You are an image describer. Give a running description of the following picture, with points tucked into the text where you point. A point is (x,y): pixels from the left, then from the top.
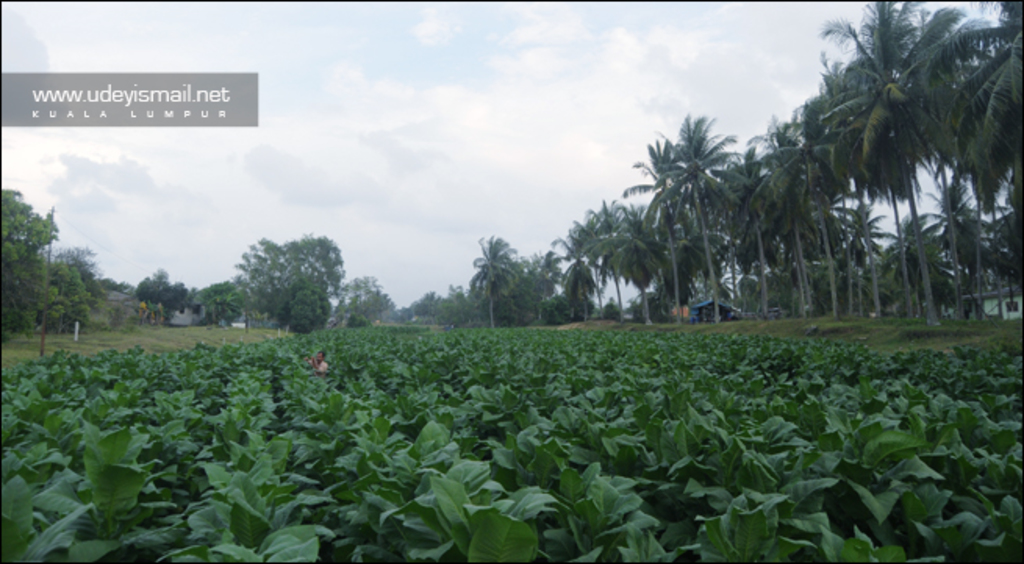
In this image there is a person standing in the middle of the crop (413,370), in the background of the image (391,297) there are trees (600,269) and houses (189,313).
